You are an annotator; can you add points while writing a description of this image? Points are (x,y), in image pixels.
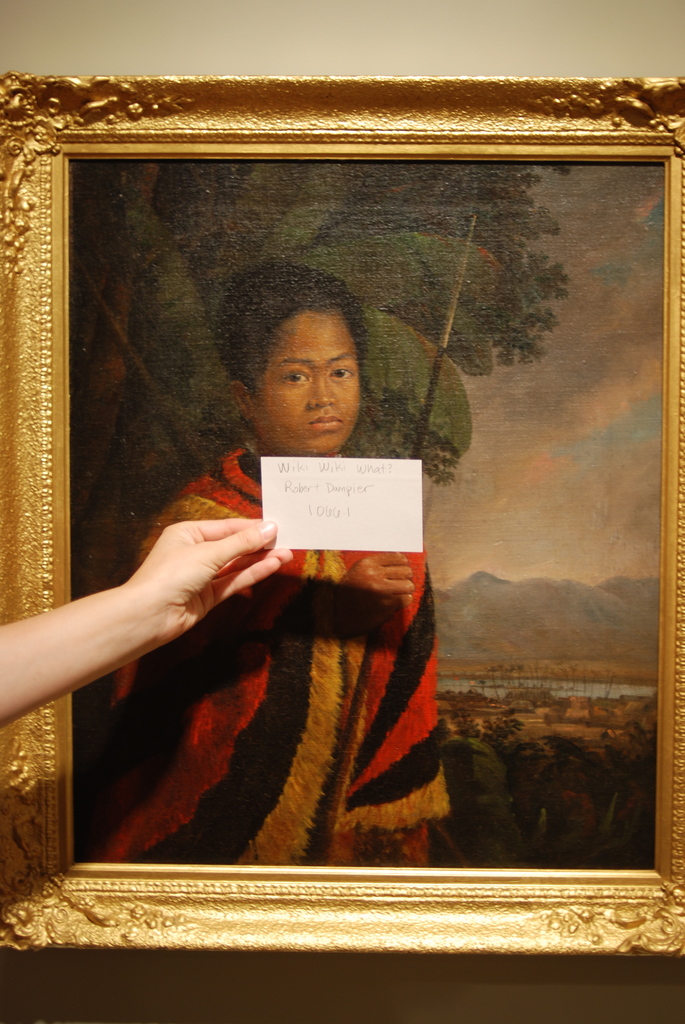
This is the picture of a photo frame (84,157) which is attached to the wall (170,8) and we can see the photo frame (354,868) with a painting (542,847) of a person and some trees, mountains (564,598). In this image we can also see a person's hand (52,685) who is holding a paper (371,487) with a note (371,487).
